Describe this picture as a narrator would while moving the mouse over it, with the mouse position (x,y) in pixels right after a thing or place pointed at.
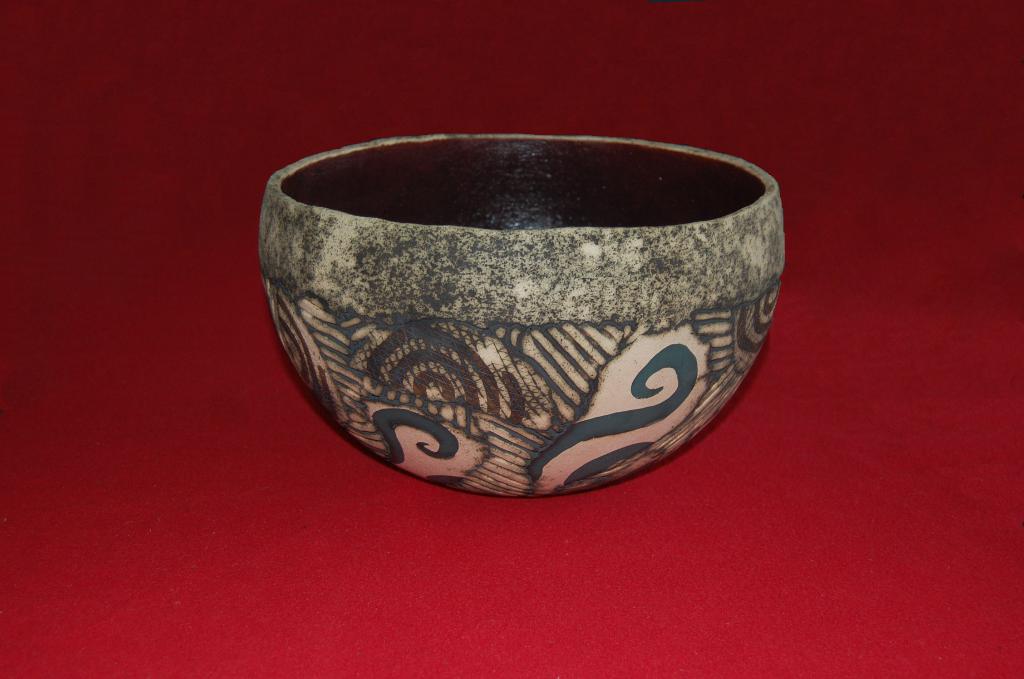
In this image I can see a bowl (454,324) on the red coloured surface (654,546).
